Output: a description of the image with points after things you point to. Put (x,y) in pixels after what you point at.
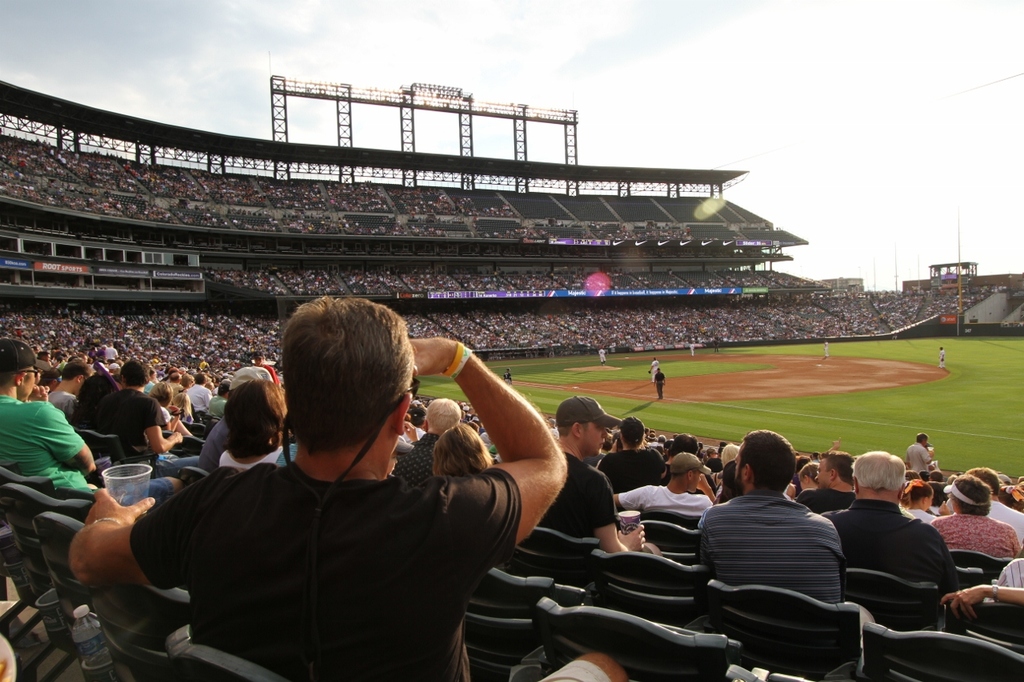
In this image I can see some people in the ground (962,386), around them there are so many other people (455,473) sitting in the stadium (59,534) and watching at the people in ground (948,392).
